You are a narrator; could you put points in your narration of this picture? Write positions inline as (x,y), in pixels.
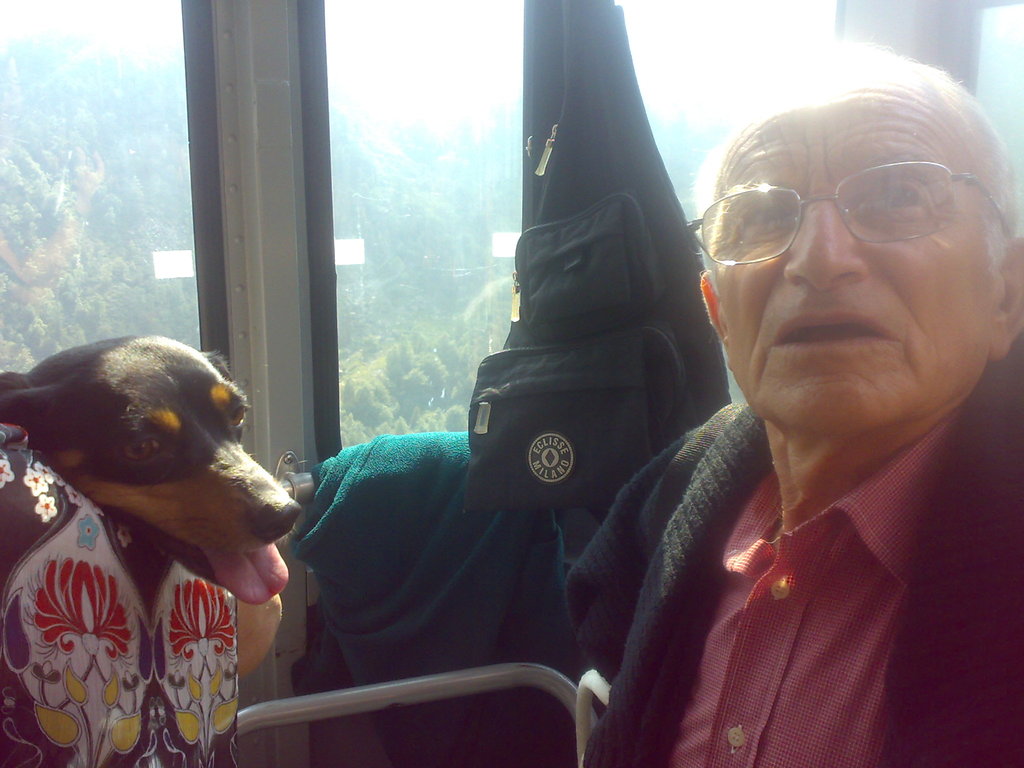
This man (859,503) and dog (31,386) are highlighted in this picture. This man (820,597) wore spectacles (883,225) and jacket (667,634). Bag (626,318) is hanged to a rod (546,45). Cloth (443,574) is on a rod (301,485). Far there are number of trees (424,200).
